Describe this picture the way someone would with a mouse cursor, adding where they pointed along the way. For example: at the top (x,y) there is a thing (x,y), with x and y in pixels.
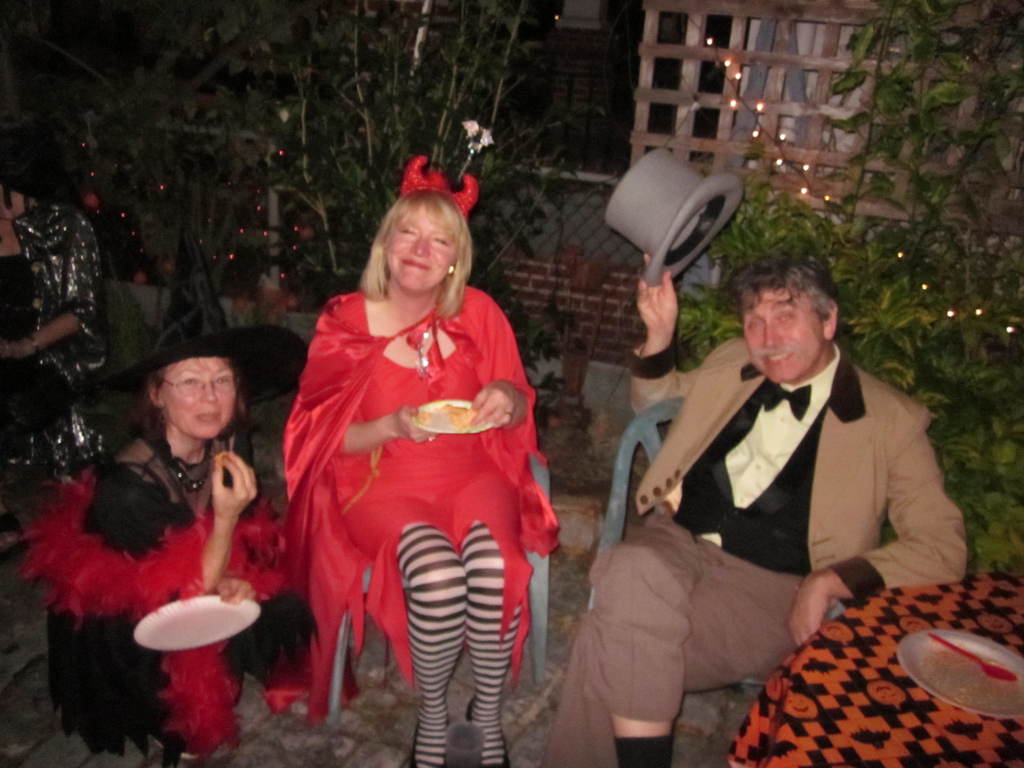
There is a man (663,456) holding a hat (691,248) and sitting on a chair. Near to him there is a lady (443,437) holding a plate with some food item (471,425) and sitting on a chair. Also there is another lady (173,481) wearing hat (198,340) and specs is holding a plate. In the background (893,249) there are plants (915,235), light decorations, wooden wall (773,126) and a brick wall (572,285). On the right side (787,692) there is a table (828,698). On that there is a plate (935,689) with a spoon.
